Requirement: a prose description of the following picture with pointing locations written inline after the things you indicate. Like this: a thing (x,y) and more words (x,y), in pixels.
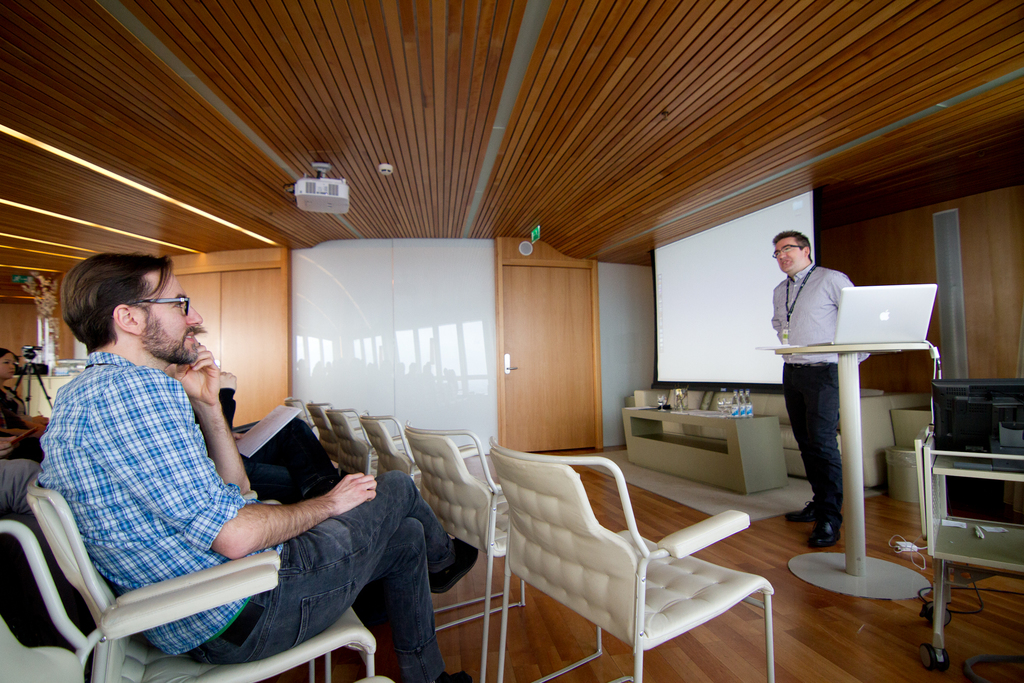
This picture shows a man (108,512) seated on the chair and we see a man (785,342) standing and speaking and we see a laptop (843,331) on the table (848,366) and on the side we see a projector screen (783,210) and projector (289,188).
